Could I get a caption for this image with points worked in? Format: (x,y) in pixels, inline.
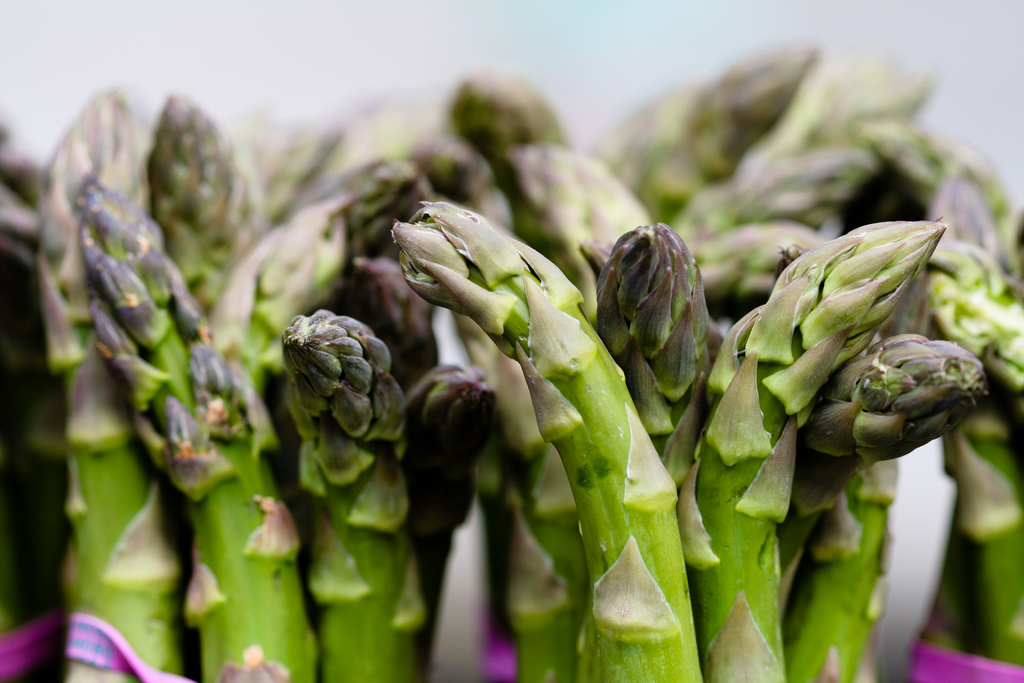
In this picture we can see plants (584,379), here we can see a cloth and in the background (550,180) we can see it is blurry.
